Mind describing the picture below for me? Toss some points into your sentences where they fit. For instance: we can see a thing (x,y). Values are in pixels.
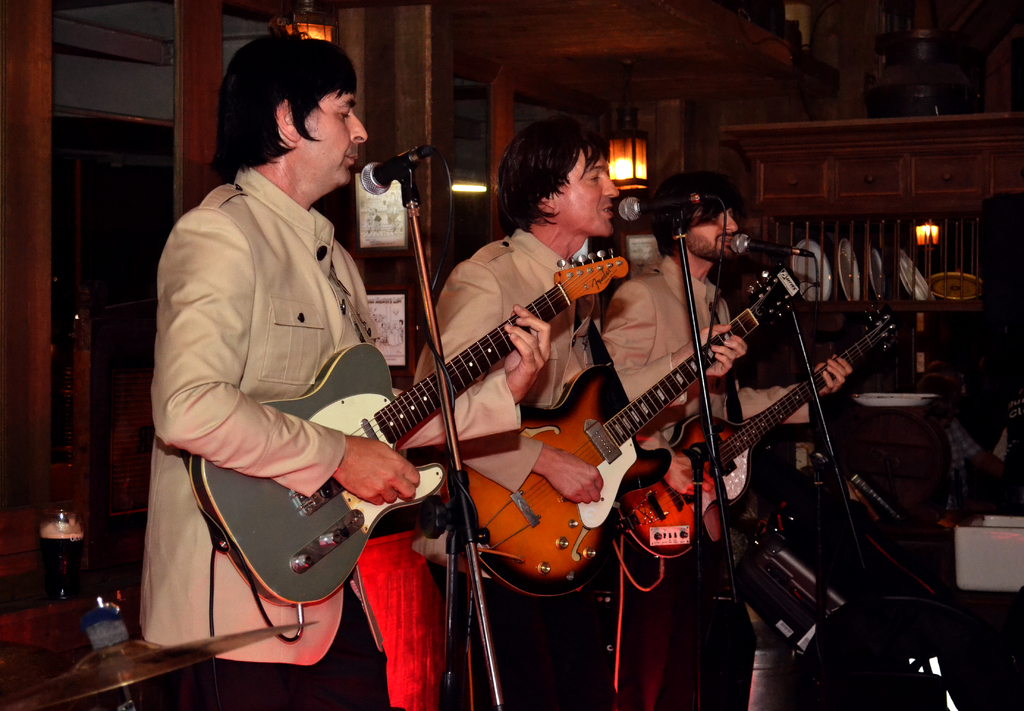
This is a picture taken in a room (301,349), there are three persons (253,292) holding a music instrument (641,492) in front of these people (647,327) there are microphones (769,249) with stands (698,484). Behind the people (686,413) there is a glass window (475,121) and lamp (632,168). To the right side of the people (654,368) there is a shelf (867,251), in shelf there are plates (933,283).
